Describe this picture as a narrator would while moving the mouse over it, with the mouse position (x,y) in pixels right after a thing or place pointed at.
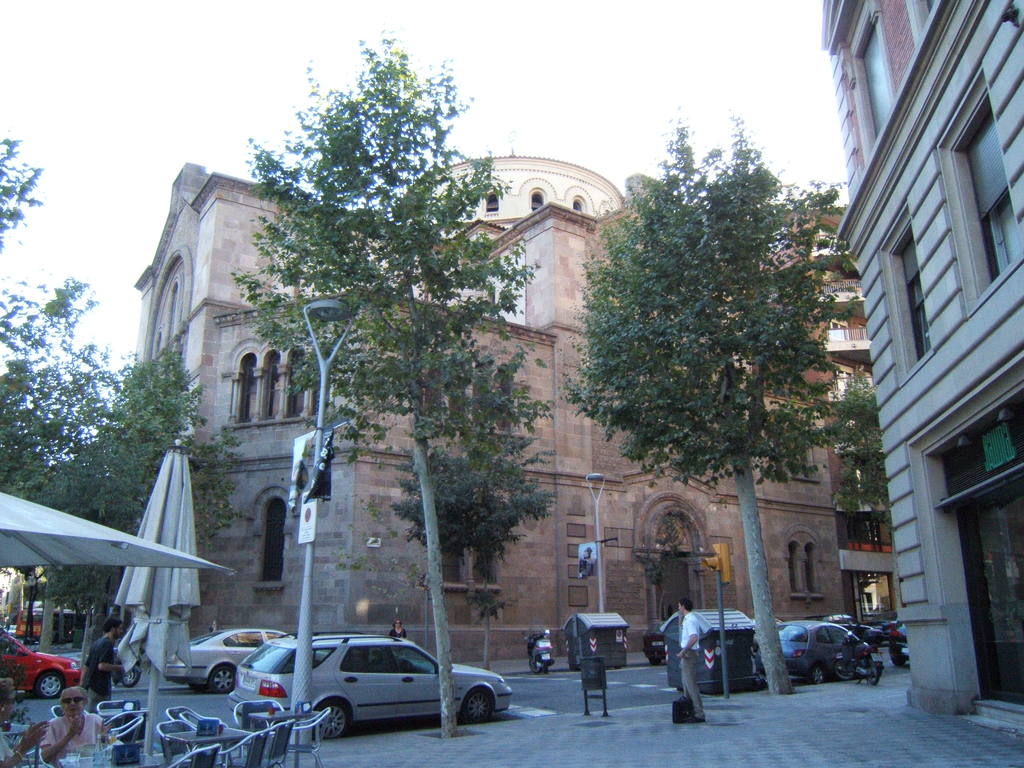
On the right (906,33) there is a building (1009,627). In the foreground (742,750) there are chairs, canopy (113,529), umbrella (175,502), trees (416,516) and footpath (590,763). In the middle of the picture (569,371) there are vehicles (405,647), buildings (417,610) and trees (352,226). At the top (563,51) sky (620,29). In the foreground (48,733) there are people (29,733) also.
